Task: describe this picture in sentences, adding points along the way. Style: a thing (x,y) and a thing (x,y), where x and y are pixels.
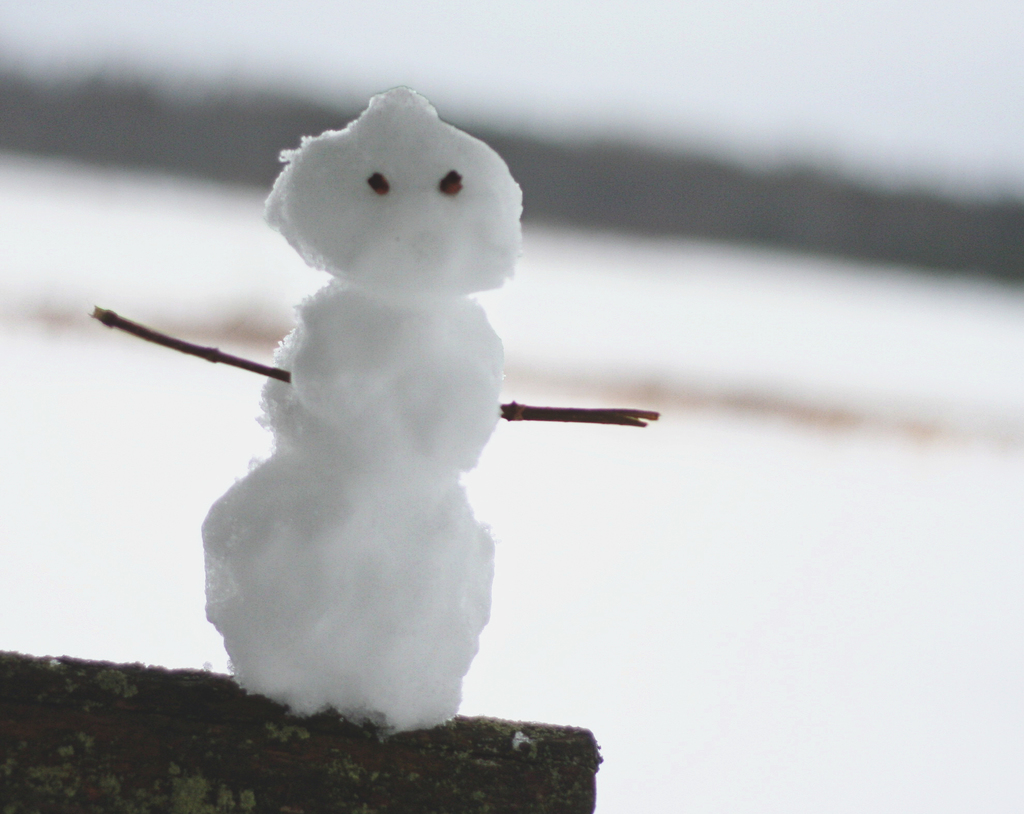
In this image we can see a snowman (447,711) and in the background (551,438), the image is blurred.
